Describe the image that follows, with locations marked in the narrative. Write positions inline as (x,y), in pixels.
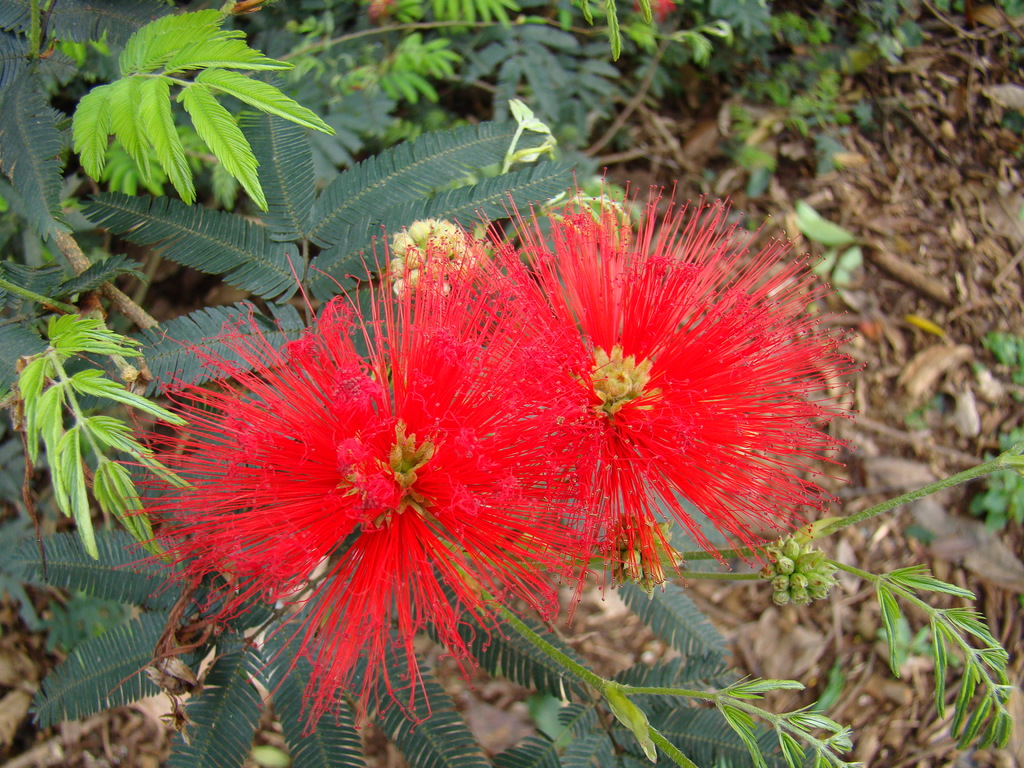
To these plants (332,116) there are flowers (562,496) and leaves (302,239).
